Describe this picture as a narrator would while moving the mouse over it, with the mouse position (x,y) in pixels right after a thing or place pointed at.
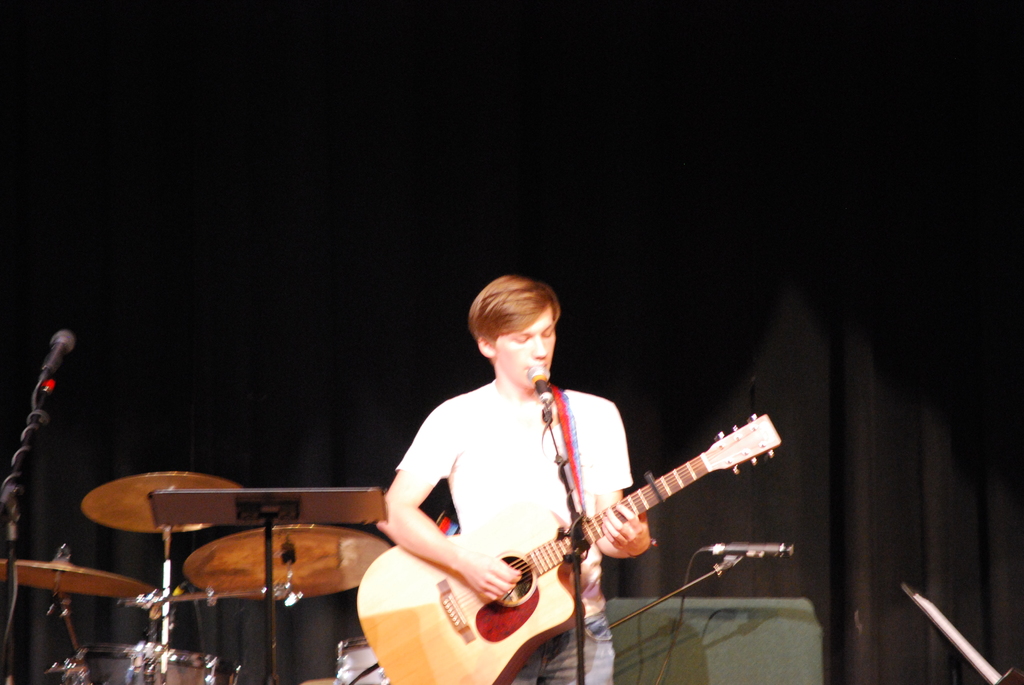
In this image on the middle (518,414) there is one person (526,444) who is standing and he is holding a guitar (546,578). In front of him there is one mike (540,387) it seems that he is singing. On the left side of the image (89,580) there are some drums (248,580) and on the background (277,222) there is one wall (608,194) that is covered with black color cloth (607,198).
